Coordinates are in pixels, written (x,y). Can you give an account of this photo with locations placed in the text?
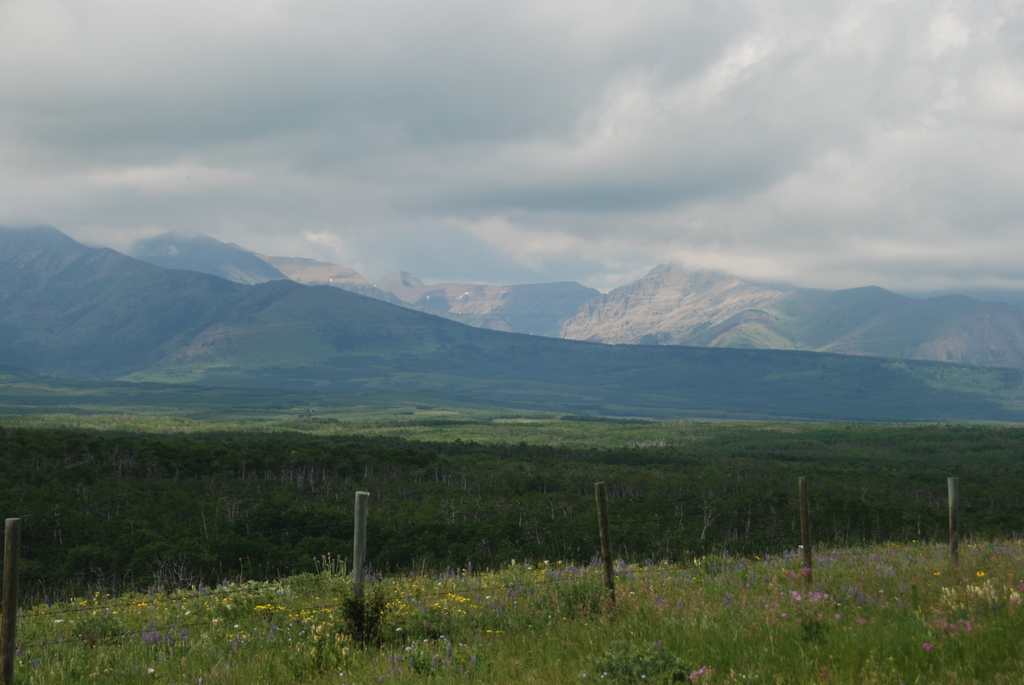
In this picture we can observe some poles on the ground (680,587). There are some plants (618,608) and grass (408,640) on the land (618,491). In the background (233,281) there are hills (468,304) and a sky (457,176) with clouds (501,177).
